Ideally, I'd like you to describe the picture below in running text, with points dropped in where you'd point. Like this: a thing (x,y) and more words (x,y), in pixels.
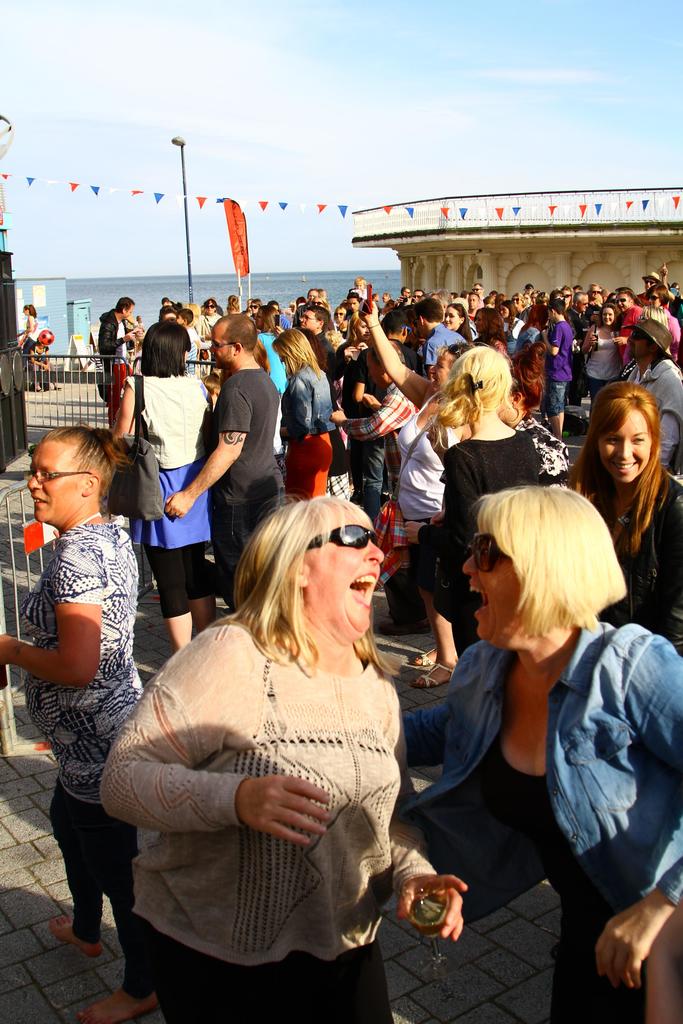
In this image I can see a woman (312,742) wearing cream and black colored dress (325,926) is standing and holding a glass (419,899) in her hand (444,877) and another woman (534,812) wearing blue and black colored dress (561,806) is standing and smiling. In the background (410,538) I can see number of persons (375,403) standing, the railing (45,402), the water (254,296), a building (507,264) and the sky (334,187).
